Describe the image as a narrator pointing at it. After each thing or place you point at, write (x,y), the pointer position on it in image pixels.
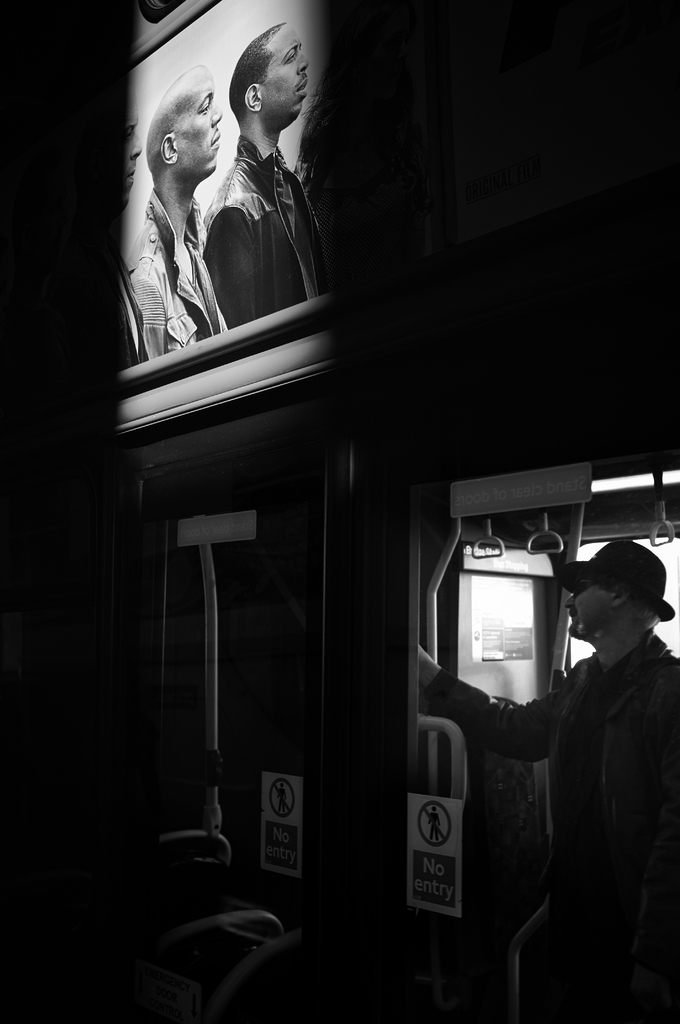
This image is a black and white image. This image is taken outside a bus (499,795). On the right side of the image (676,679) a man (654,789) is standing. In the middle of the image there are two sign boards (412,810). At the top of the image (235,251) there is a screen (194,145) with two men (199,226) on it.
